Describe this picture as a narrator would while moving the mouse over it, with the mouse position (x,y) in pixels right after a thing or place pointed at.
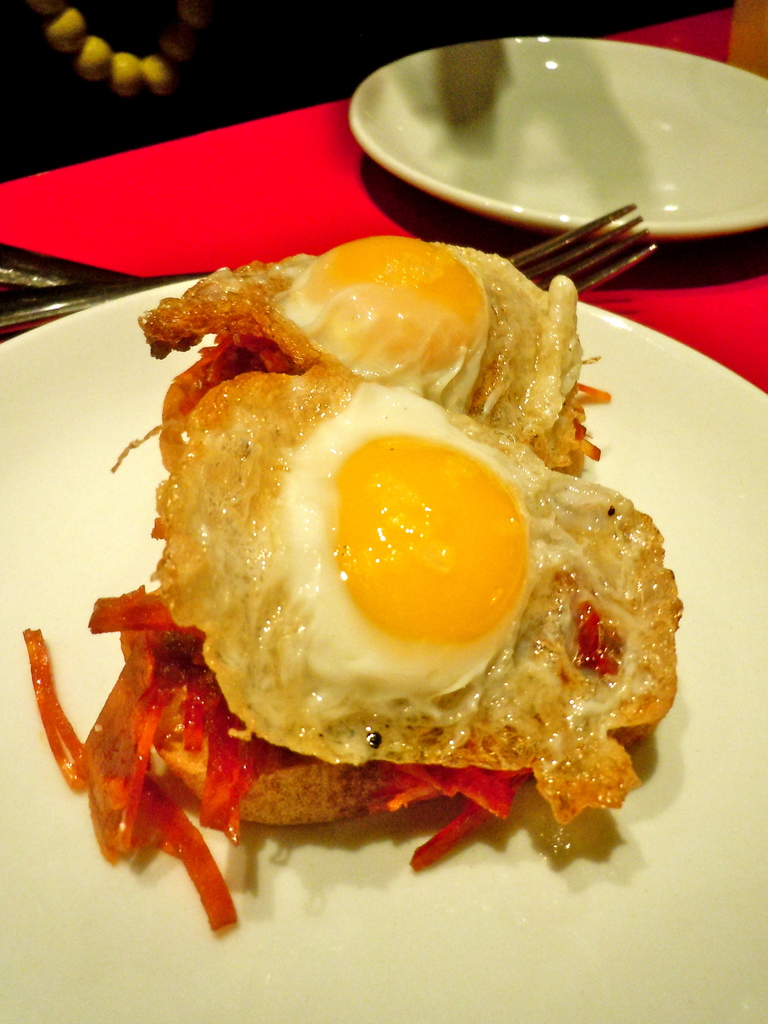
In this image I see 2 white plates (740,70) and on this plate (7,394) I see food (345,302) which is of white, yellow, cream, brown and red in color and I see a fork (39,312) over here and I see red color cloth (394,179) and it is dark over here.
